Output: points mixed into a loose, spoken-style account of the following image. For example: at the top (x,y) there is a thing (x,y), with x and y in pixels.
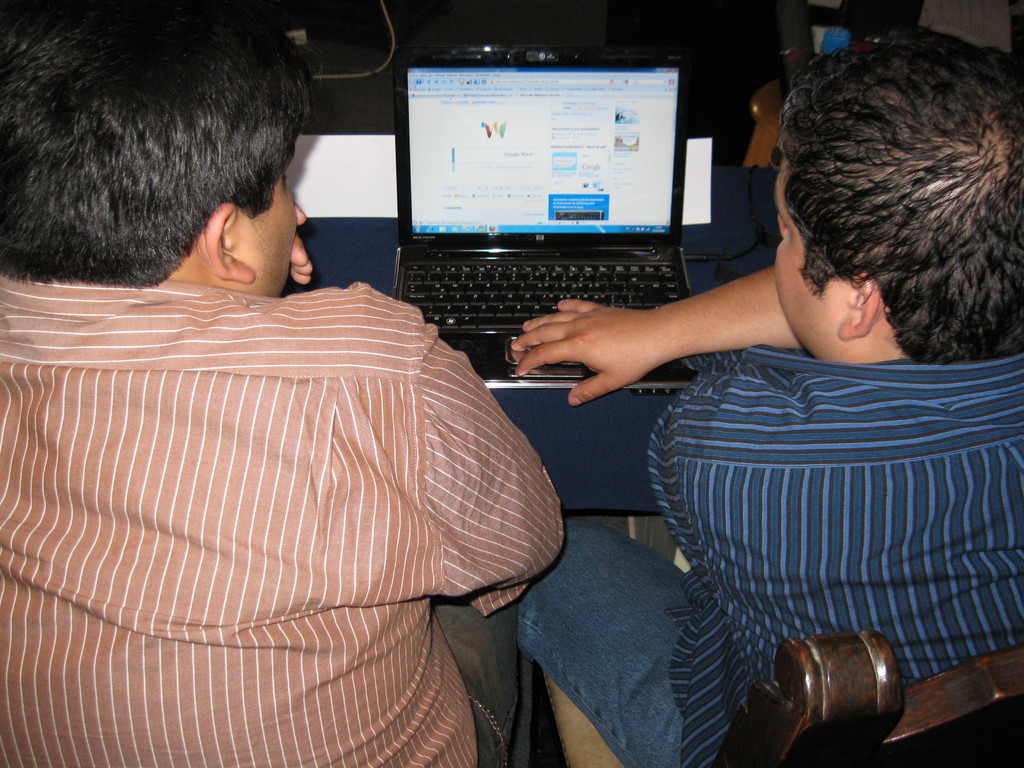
In this image there are two persons (482,565) sitting on the chairs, in front of them there is a table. On the table (745,242) there is a laptop (608,229) and a cable (764,236) connected to it. On the top right side of the image (761,111) there are few objects (824,36) which are unclear.
